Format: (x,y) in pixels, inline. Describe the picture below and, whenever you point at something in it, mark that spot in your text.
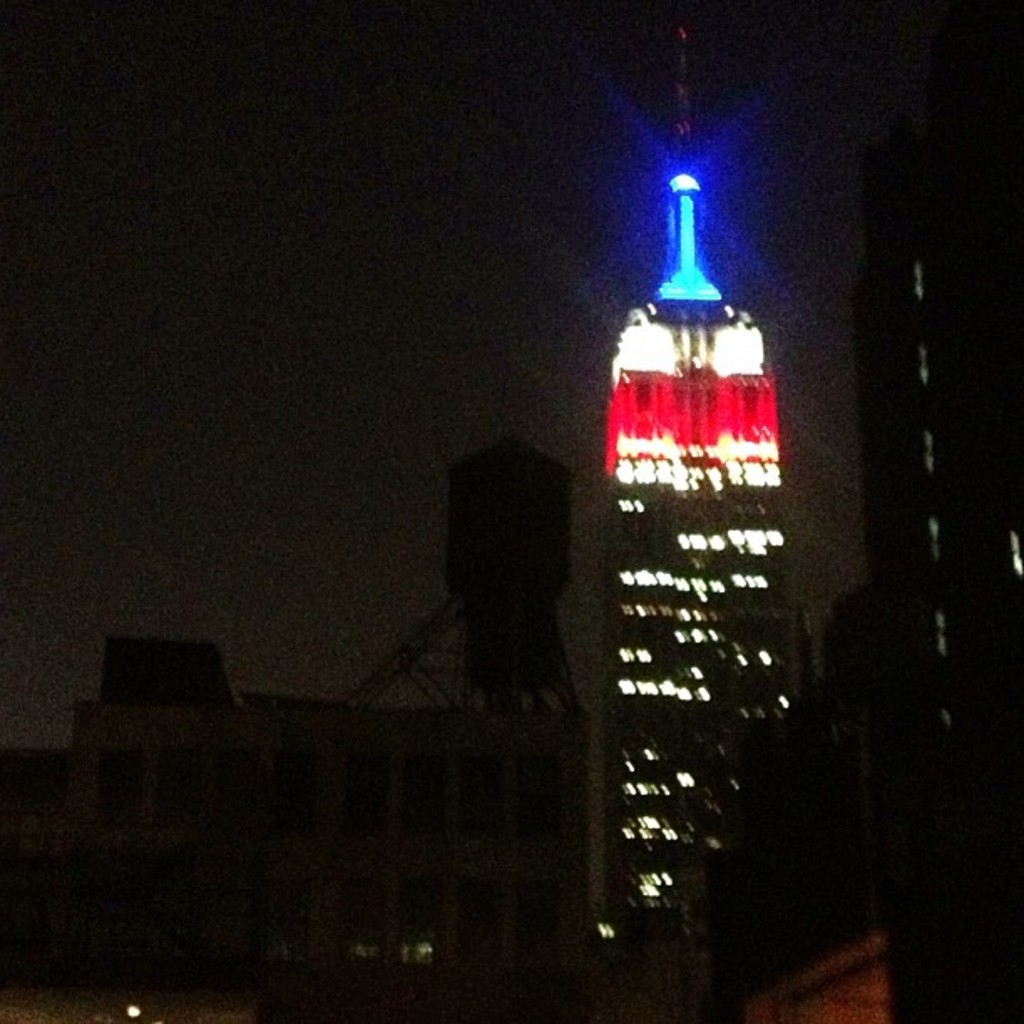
This image is take in the night where we can only see the lights (665,576) of a skyscraper (679,478) in the background (640,301) and the sky (270,190) is dark.
